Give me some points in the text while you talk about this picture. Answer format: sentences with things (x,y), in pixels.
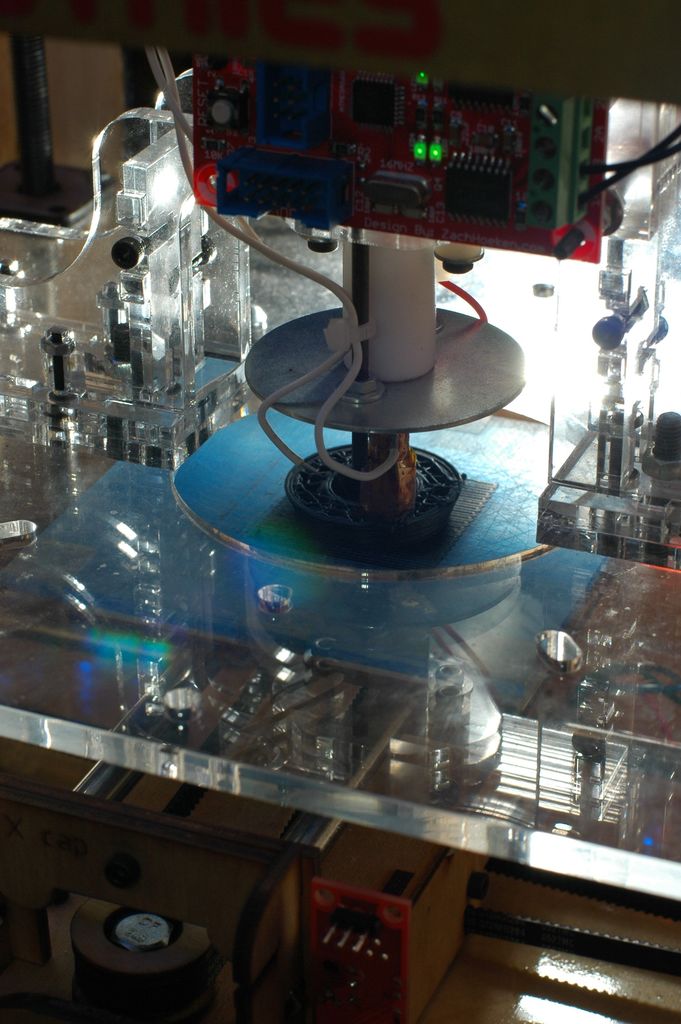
In this image this looks like an electronic device (459,237) with the stand (426,395) which is placed on the glass table (512,707). These are the wire (225,226), which are white in color.
